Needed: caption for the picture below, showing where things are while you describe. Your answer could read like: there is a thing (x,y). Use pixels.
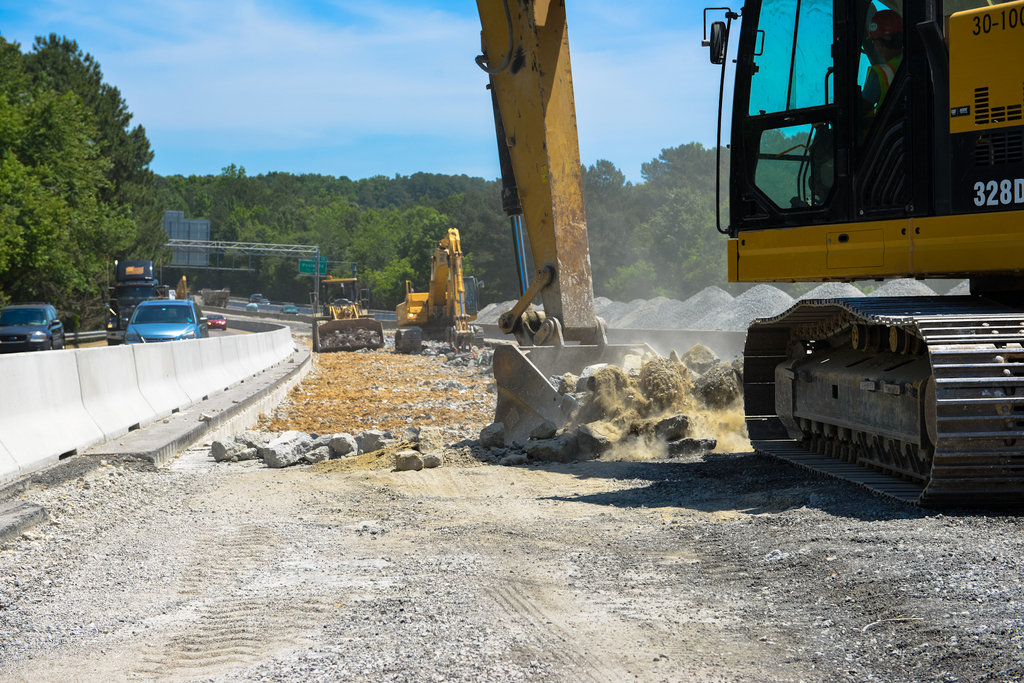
In the image we can see some excavators (986,150) and vehicles (133,261) on the road (309,337). Behind them there are some trees (286,285) and poles (179,244) and sign boards (205,236). At the top of the image (446,145) there are some clouds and sky (440,147).
